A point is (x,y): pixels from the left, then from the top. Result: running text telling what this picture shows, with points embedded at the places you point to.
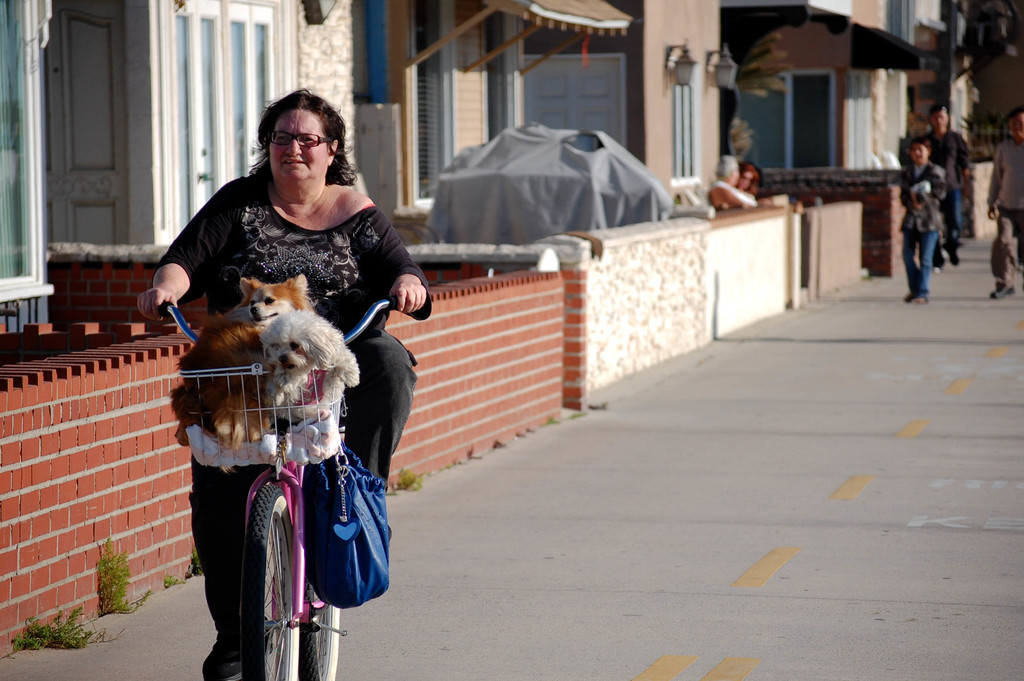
A lady (321,280) wearing a black dress (347,248) and a specs (284,143) is riding a cycle (279,511). On the cycle (281,537) there is a handbag (324,487) and a basket (268,436). Inside the basket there are two dogs (231,342). Beside her there is a brick wall (559,334). Behind her there are buildings (380,30), lamps (716,69), trees (761,81), some people (995,207) are walking on the sidewalks (673,465). Also near the wall (90,607) there are grasses (117,596).
